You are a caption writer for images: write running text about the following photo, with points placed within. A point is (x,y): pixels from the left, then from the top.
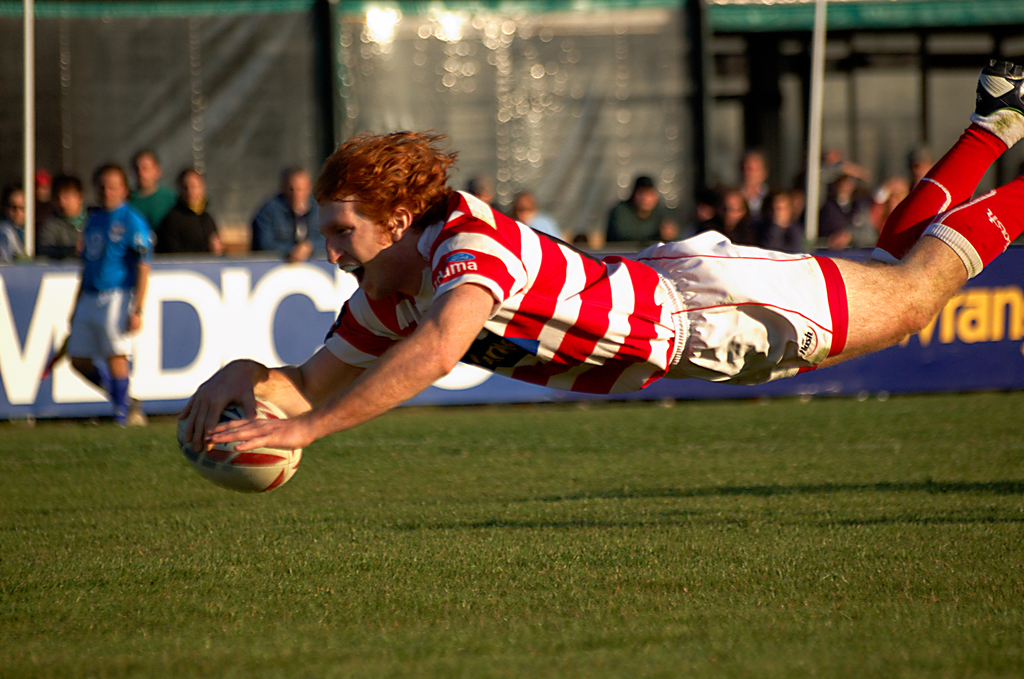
a person (409,318) is holding a ball (250,450), is in the air. behind him people (59,257) are standing and watching him.
